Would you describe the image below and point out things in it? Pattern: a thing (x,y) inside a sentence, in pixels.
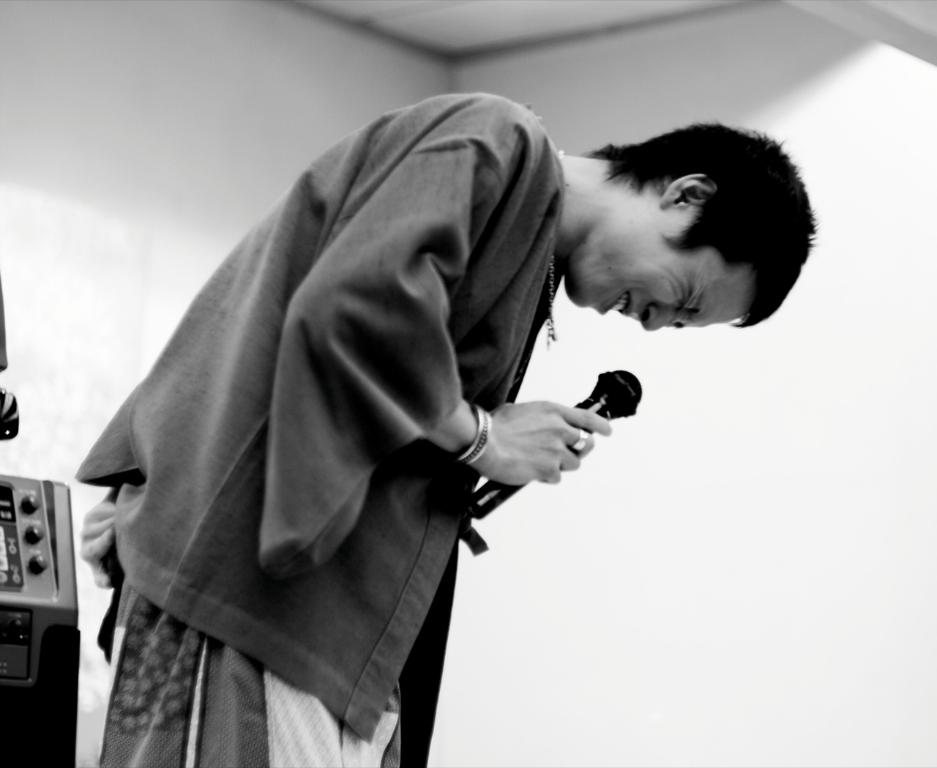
This person (355,458) standing and holding microphone (585,406). On the background (127,71) we can see wall (373,67).
